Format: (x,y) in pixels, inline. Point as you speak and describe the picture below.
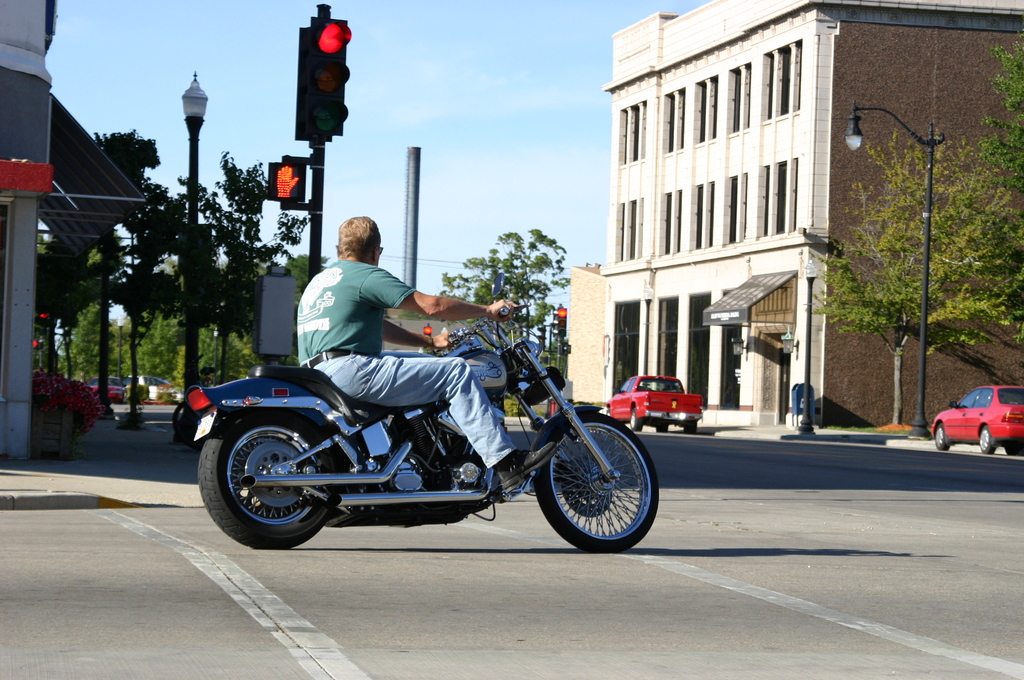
This picture shows a man (388,285) riding a motorcycle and we see couple of buildings (635,166) and trees (150,352) around and two cars (670,394) parked on the road (956,525).
